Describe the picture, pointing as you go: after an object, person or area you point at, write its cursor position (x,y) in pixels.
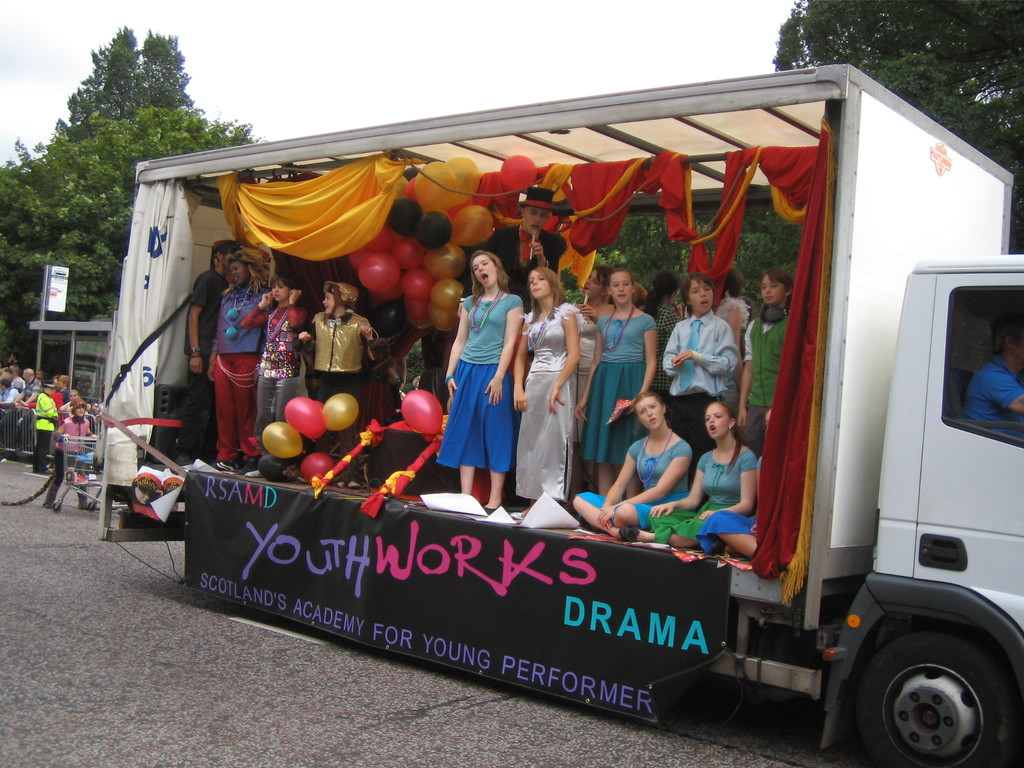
In this image we can see a few people (281,369), some of them are in a vehicle (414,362), which is decorated with balloons (457,288), and cloth (658,163), a person (518,243) is holding mic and talking, we can see a banner (370,575) with some texts (530,559) on it, tied to the vehicle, there is a carrier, fencing (23,446), trees (71,281) and the sky (372,72).
